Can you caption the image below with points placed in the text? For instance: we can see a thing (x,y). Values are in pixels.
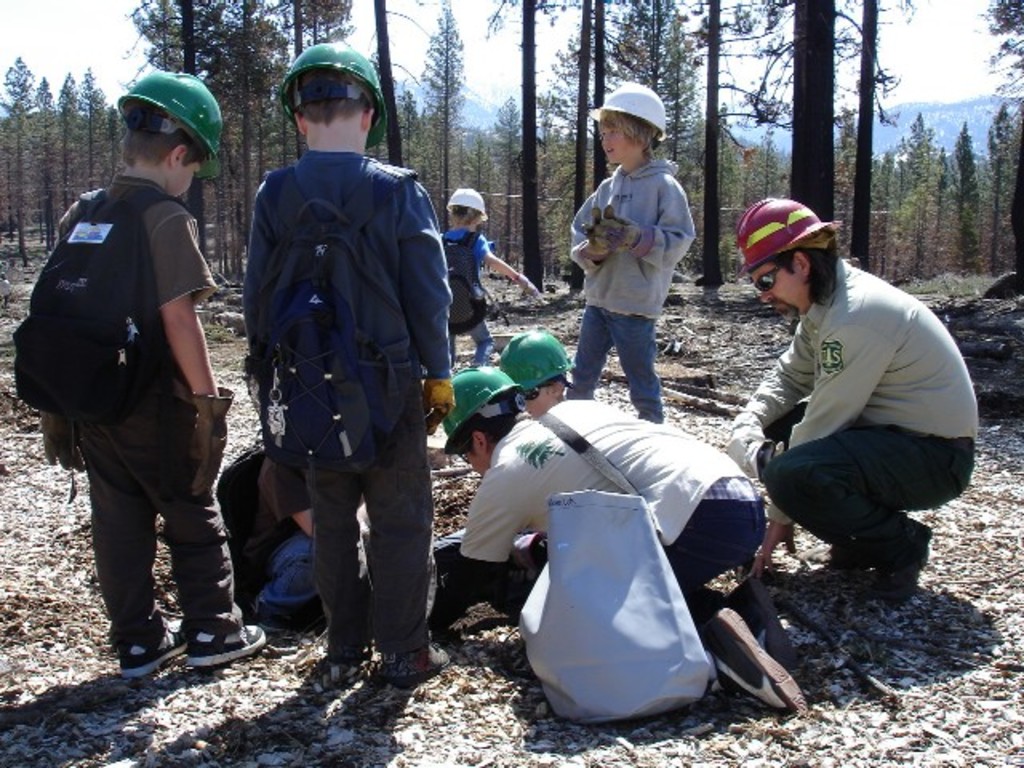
In this image I can see the group of people (703,554) with different color dresses (479,506). I can see these people (506,500) with green, white and red color helmets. Few people (492,494) are holding the bags (378,414). In the background (256,48) I can see many trees (505,135) and the white sky (482,34).
